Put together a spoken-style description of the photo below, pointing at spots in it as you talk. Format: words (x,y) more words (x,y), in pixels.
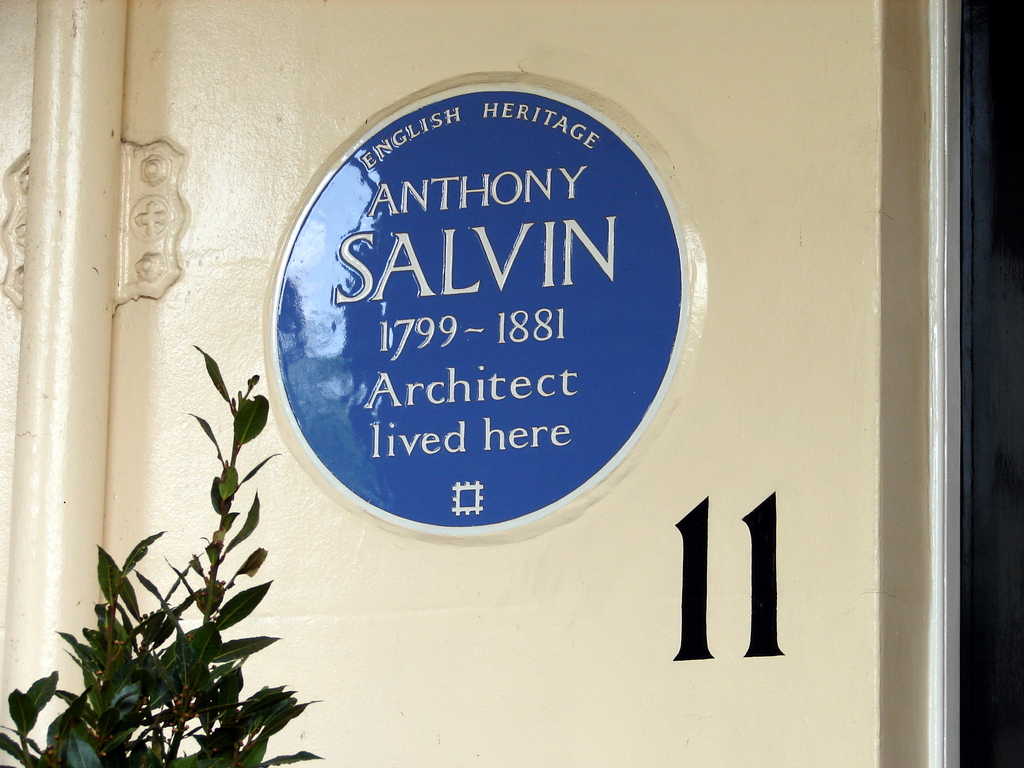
In this image in the center (668,303) there is a plaque (645,294), on the plaque (512,167) there is text (461,386) and at the bottom of the image (166,658) there is a plant (120,627) and on the left side of the image (78,177) there is a pipe (105,312).
